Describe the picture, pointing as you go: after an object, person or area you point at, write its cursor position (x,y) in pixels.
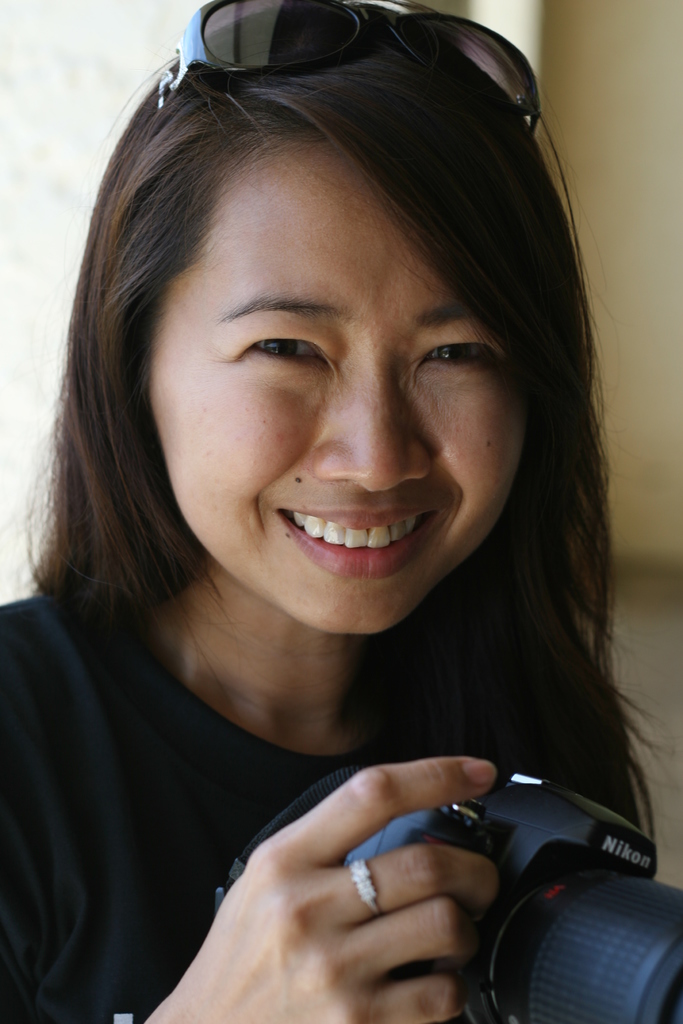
Here we can see a woman (419,240) and she is smiling, and holding a camera (541,830) in her hands (488,898), and at back (76,29) here is the wall (62,74).
